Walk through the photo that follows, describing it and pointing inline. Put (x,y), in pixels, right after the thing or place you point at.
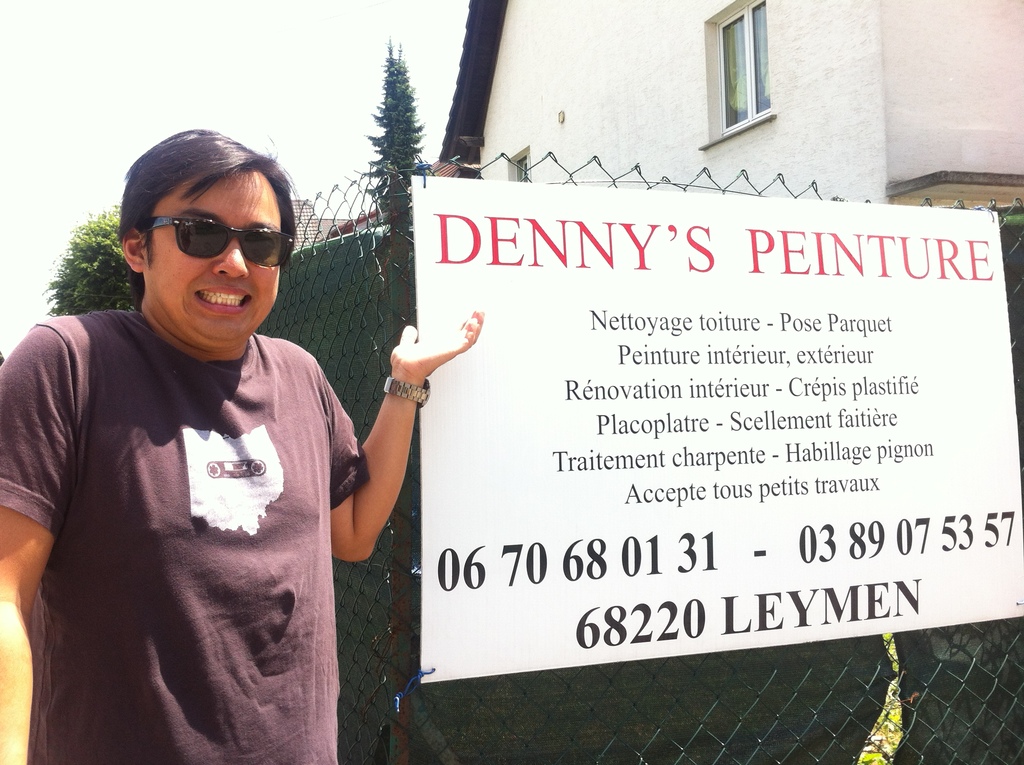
In this image we can see a person (251,595) standing, advertising board (472,456) attached to the mesh (383,287), building (463,115), trees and sky (262,55).
